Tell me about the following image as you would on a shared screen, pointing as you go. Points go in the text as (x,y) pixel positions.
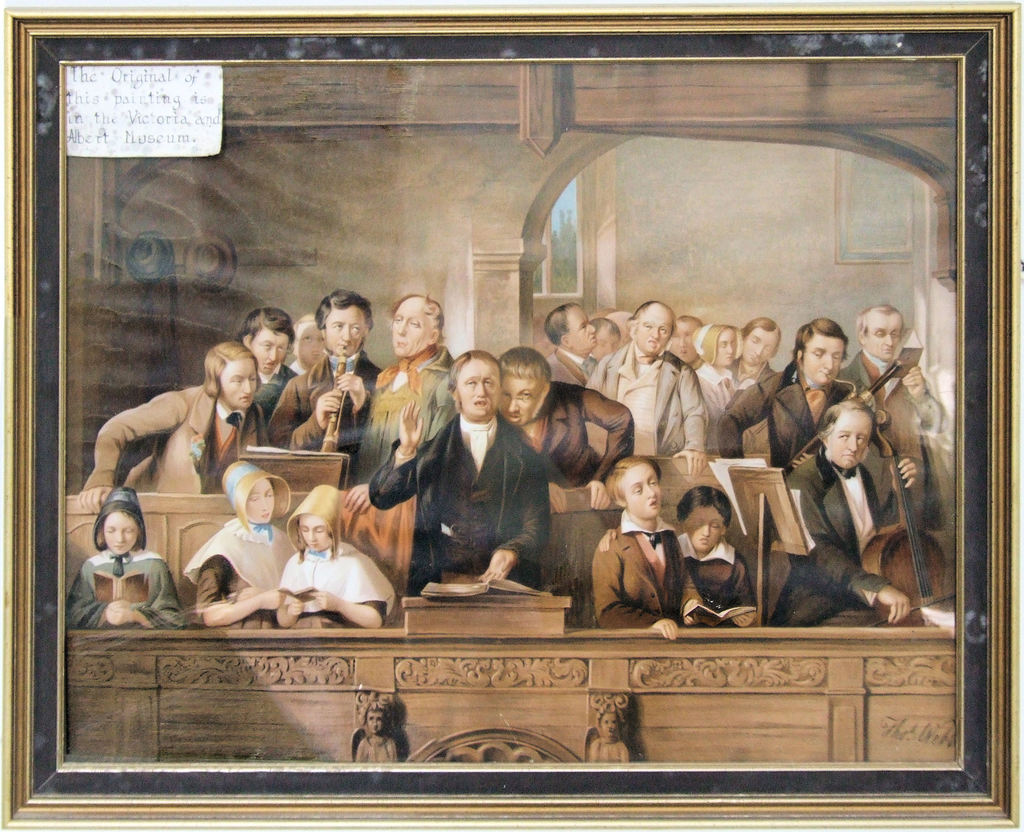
This is a photo frame (878,651) and in this frame (425,143) we can see a group of people (527,370), musical instruments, books (489,580) and some objects (321,461).
